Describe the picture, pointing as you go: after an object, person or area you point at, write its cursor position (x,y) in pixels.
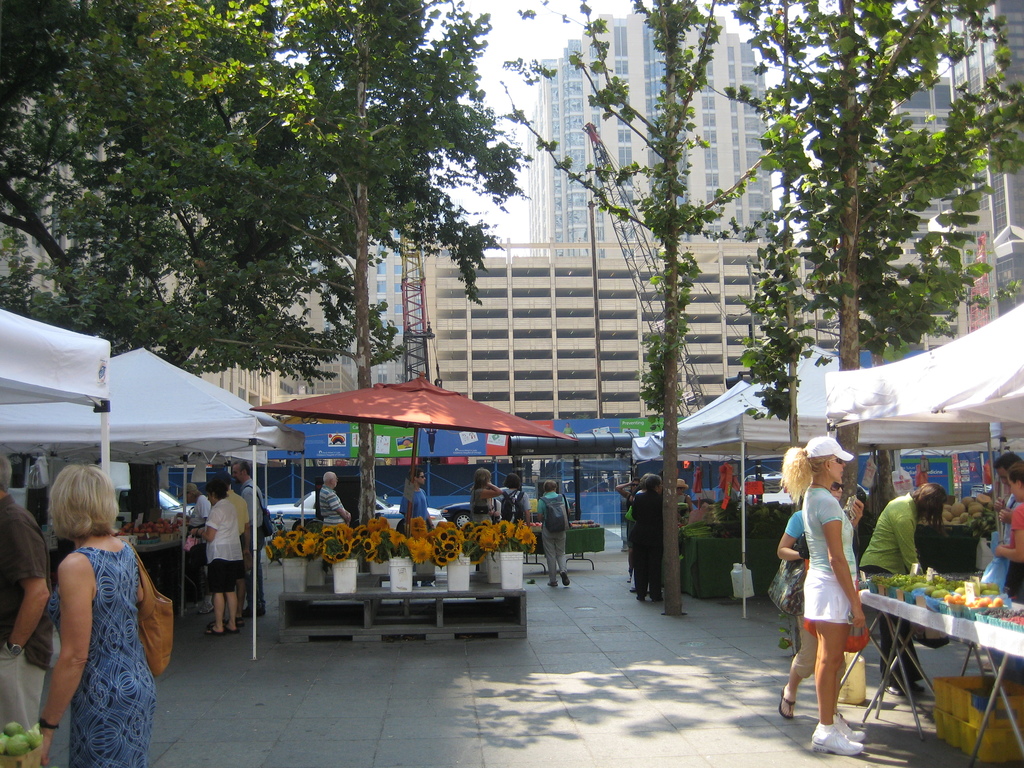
In this image I can see group of people (493,507). There are canopy tents (106,410), fruits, flowers (527,527), food items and there are some other objects (624,455). Also there are trees (435,99), buildings (631,189) and in the background (497,140) there is sky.
